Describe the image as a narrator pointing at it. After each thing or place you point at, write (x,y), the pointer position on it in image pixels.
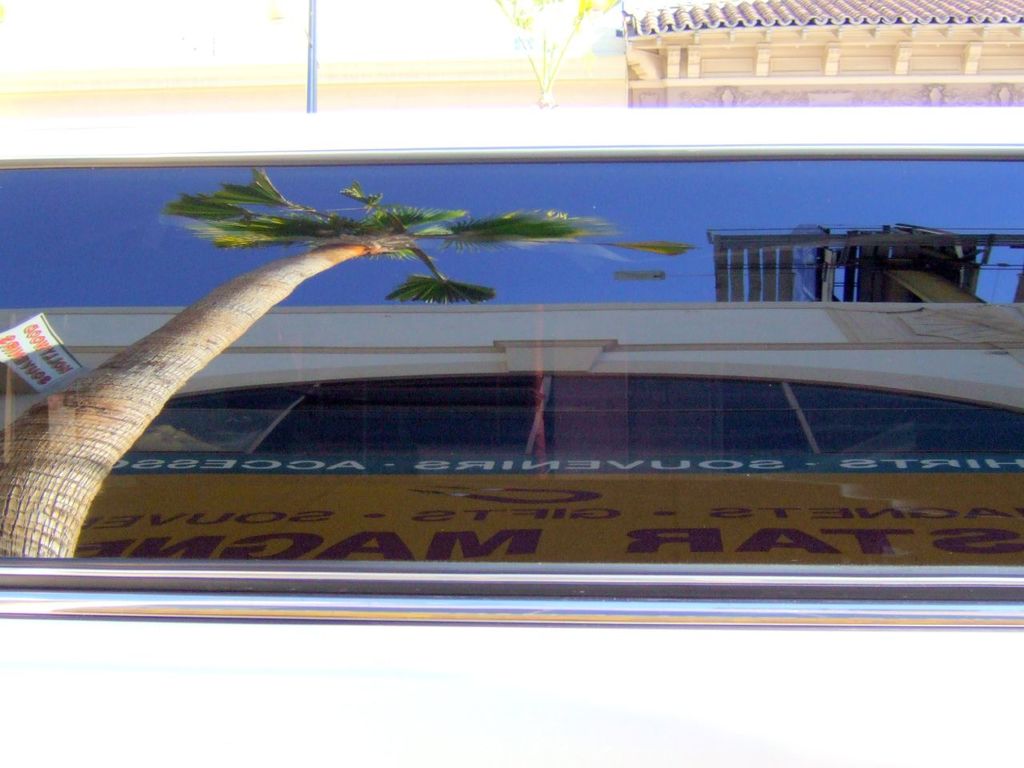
In this picture we can see glass (528,452), on this glass (498,389) we can see reflection (518,335) of tree (127,398), building (553,347), board (568,462) and sky (665,186). In the background of the image (468,47) we can see wall (527,91), roof top (1020,20) and plant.
